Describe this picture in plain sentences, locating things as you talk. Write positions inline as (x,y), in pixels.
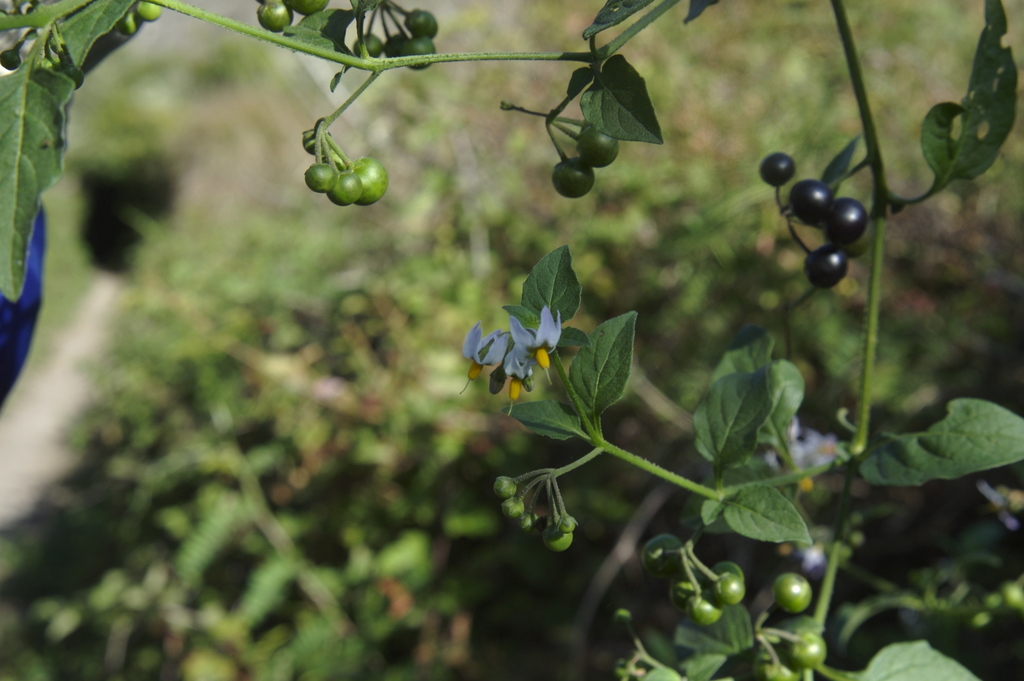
In this image we can see a tree (319,138), fruits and flowers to the branch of a tree (754,353).
